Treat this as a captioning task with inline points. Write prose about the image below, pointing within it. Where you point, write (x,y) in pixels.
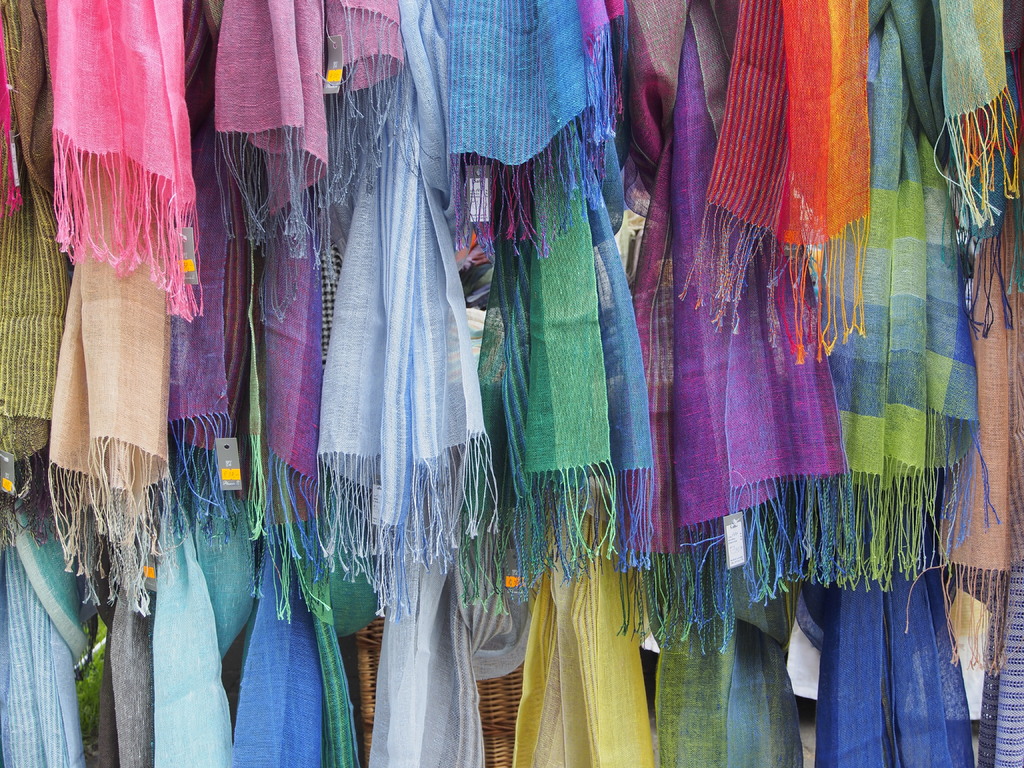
In this image, we can see some clothes (713,554) and tags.
